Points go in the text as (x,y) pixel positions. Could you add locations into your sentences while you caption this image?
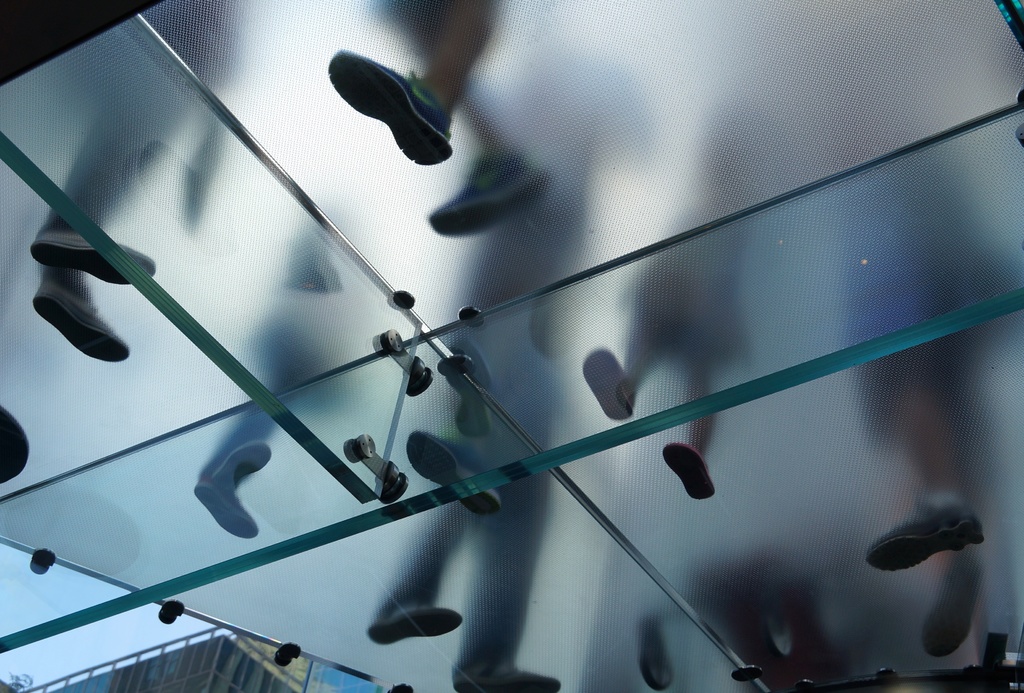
In this image we can see persons feet (417,162) on the glass (504,629). In the background (65,648) we can see building (167,676) and sky (74,658).
